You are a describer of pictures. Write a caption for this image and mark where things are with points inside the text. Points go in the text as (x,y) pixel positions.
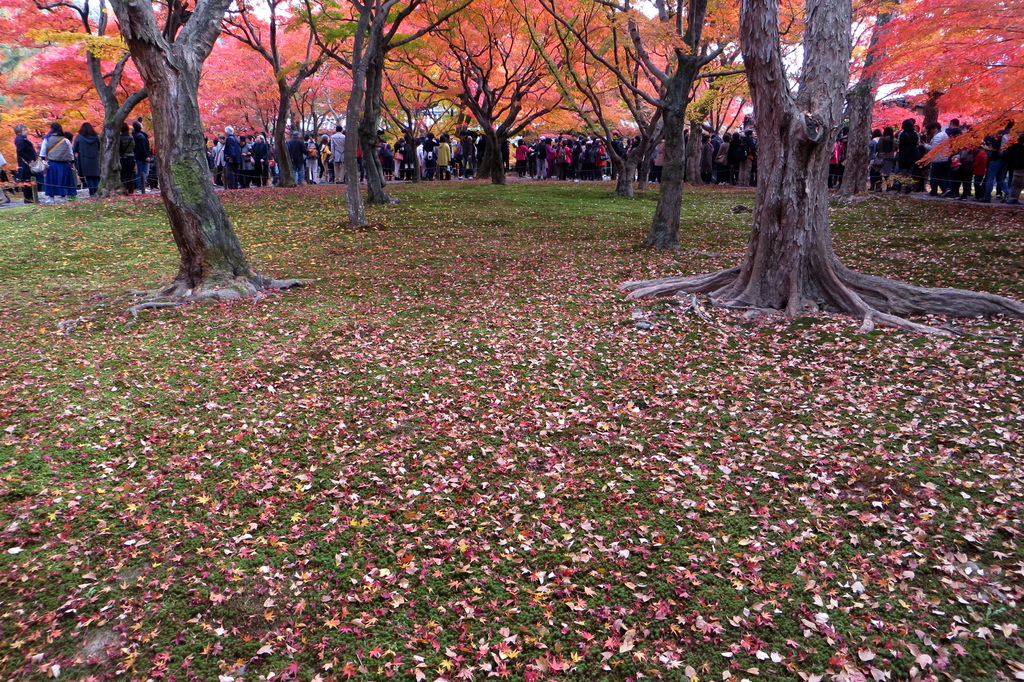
There is grass (172,598) on the ground (487,613) on which, there are dry leaves (311,474) and there are trees (830,289). In the background (85,142), there are persons (290,142) in different color dresses (1011,156) standing on the road (997,197), there are trees (346,165) and there is sky (652,9).
